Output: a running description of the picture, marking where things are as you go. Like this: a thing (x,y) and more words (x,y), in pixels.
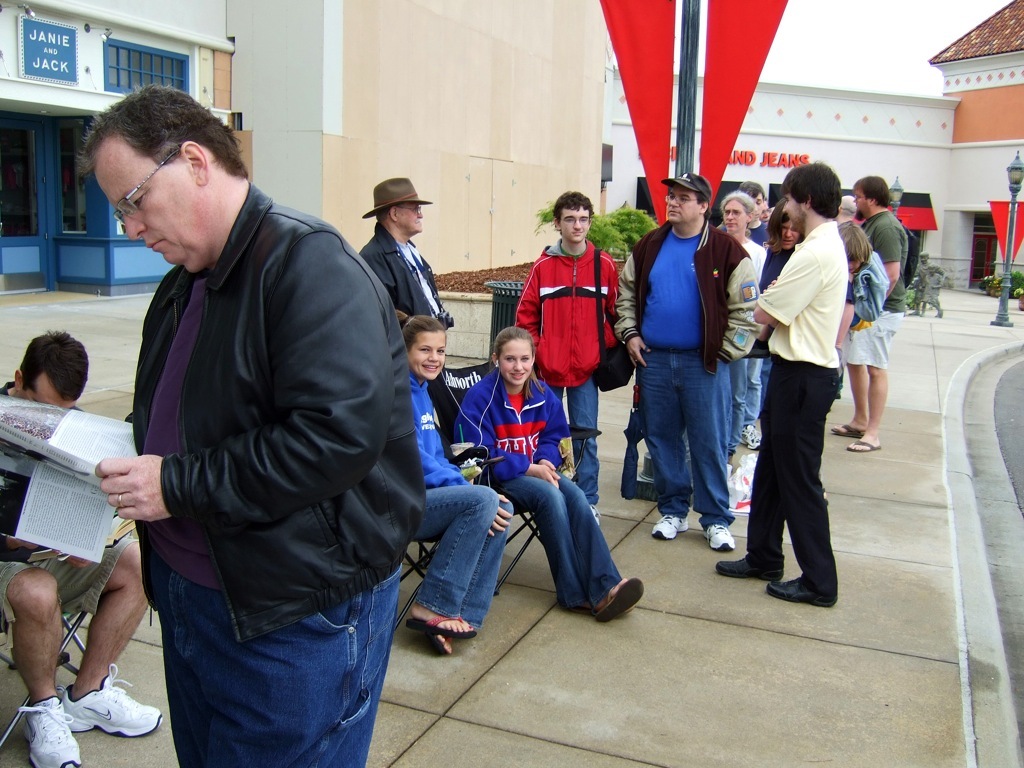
In this image there are persons (571,234) standing, there are persons (472,520) sitting on the chair (476,457), there is a person (41,377) truncated towards the left of the image (76,500), there is an object (45,451) truncated towards the left of the image (22,417), there is a door (33,230) truncated towards the left of the image (31,192), there is a light (26,10), there is a board (31,50) on the wall (86,52), there is text (57,40) on the board (46,47), there is the sky (851,44), there is an object (720,85) truncated towards the top of the image (736,24), there is a building (961,76) truncated towards the right of the image (969,88), there is a street light (1012,164), there is a pole (1015,208), there is a flag (1007,225) truncated towards the right of the image (1022,220), there are plants (625,225), there is soil (523,265), there is text (749,161) on the wall (772,150), there is a waste container (505,305) on the floor (603,634).
